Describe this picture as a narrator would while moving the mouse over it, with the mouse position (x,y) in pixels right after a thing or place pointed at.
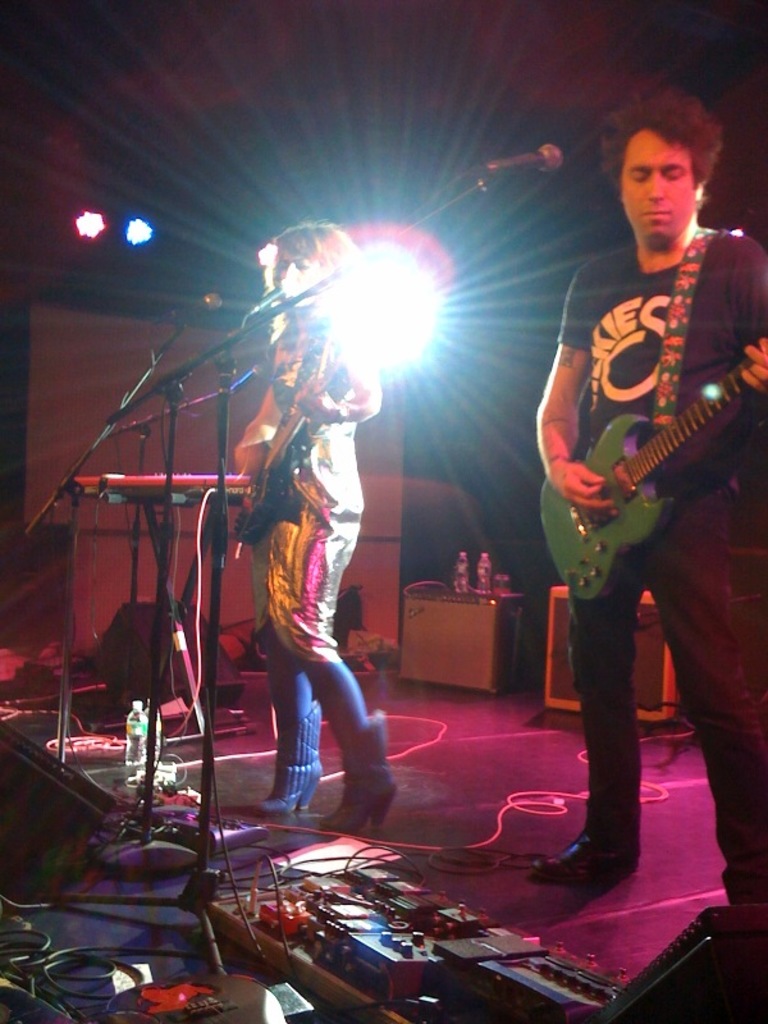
As we can see in the image there are two people (280,422) standing on stage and holding guitar (636,489) in their hands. In front of them there are mics (318,284).
